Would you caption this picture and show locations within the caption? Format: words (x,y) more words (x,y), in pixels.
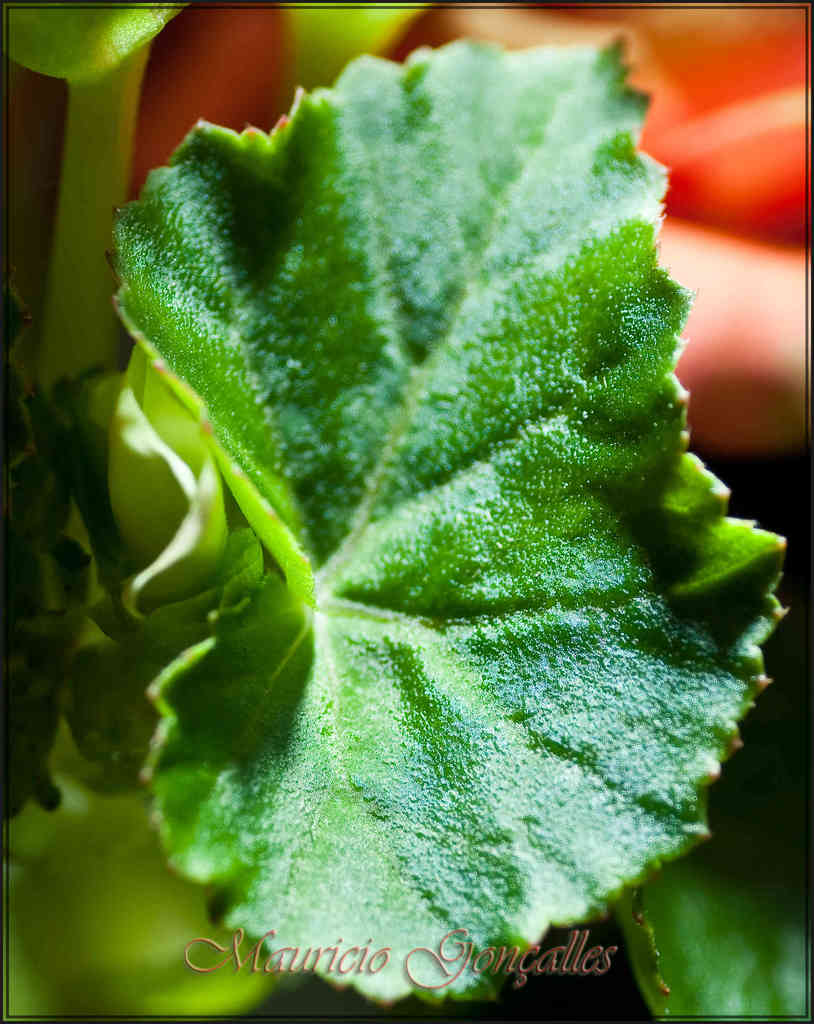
In the image we can see there is a leaf (450,563) and behind there are other items (329,53). Background of the image (764,88) is blurred.
